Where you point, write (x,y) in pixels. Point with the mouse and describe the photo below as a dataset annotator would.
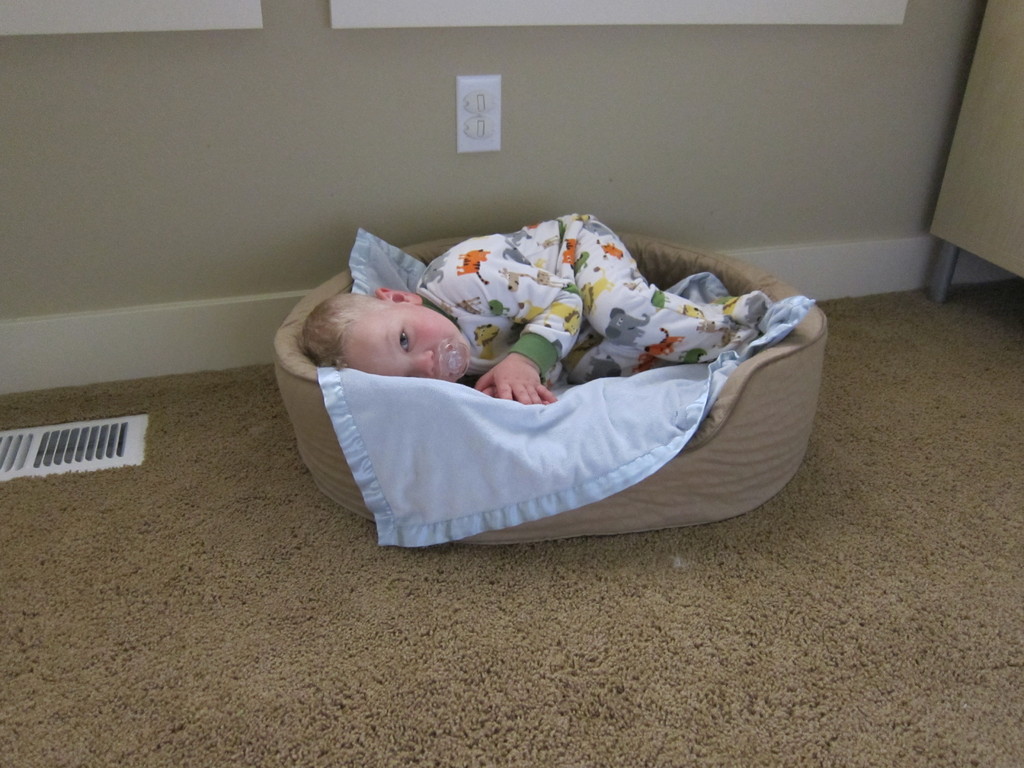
In this picture, we see the boy (422,308) in white dress (481,345) is lying on the blue cloth (590,457) which is in a brown color tub (714,431) like. It looks like a baby basket (674,523). Behind that, we see a wall (528,141). At the bottom of the picture (324,627), we see the brown carpet (256,633).
